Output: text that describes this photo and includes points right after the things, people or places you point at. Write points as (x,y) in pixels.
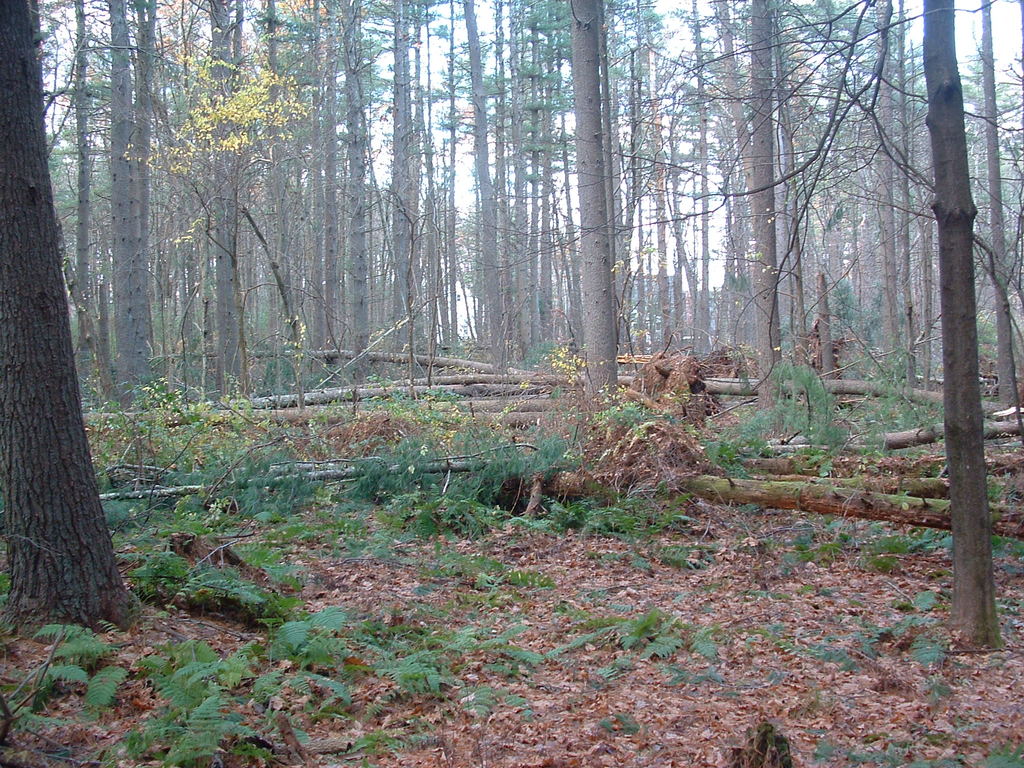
In this image we can see the trees (687,340), plants (308,503) and also the dried leaves (826,675). Some part of the sky (456,164) is also visible in this image.
